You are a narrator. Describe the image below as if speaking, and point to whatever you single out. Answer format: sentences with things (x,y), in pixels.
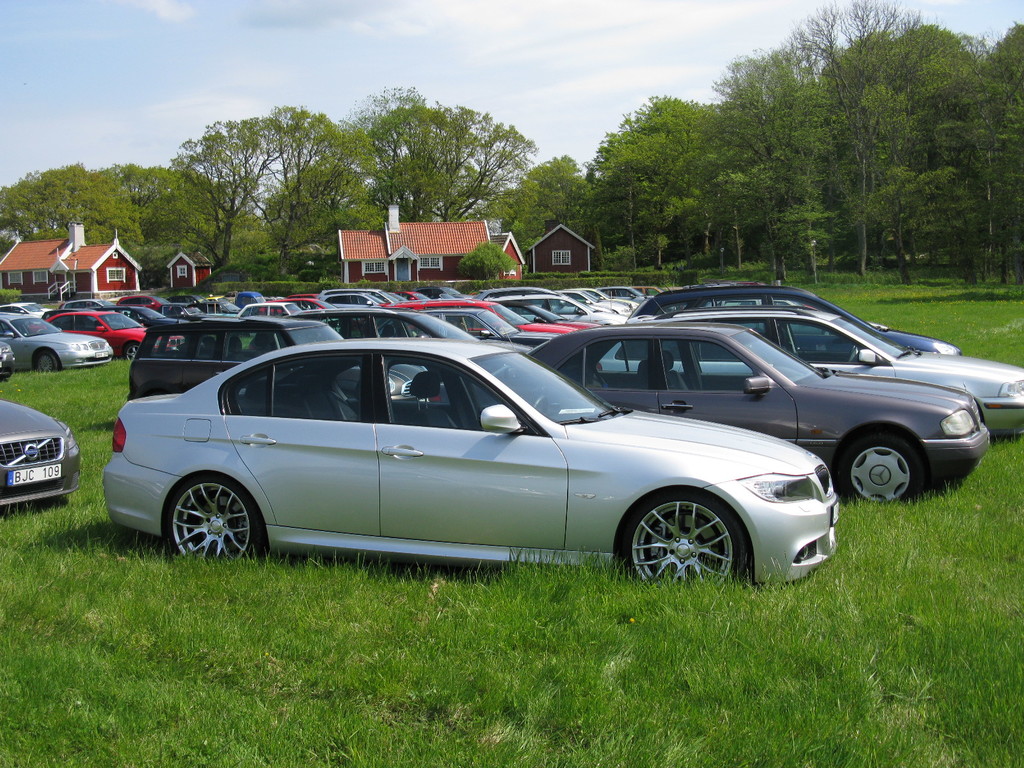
In the image we can see there are many vehicles (287,379) and houses (356,254). There is a grass (602,686), trees (726,223) and a sky (127,47).
